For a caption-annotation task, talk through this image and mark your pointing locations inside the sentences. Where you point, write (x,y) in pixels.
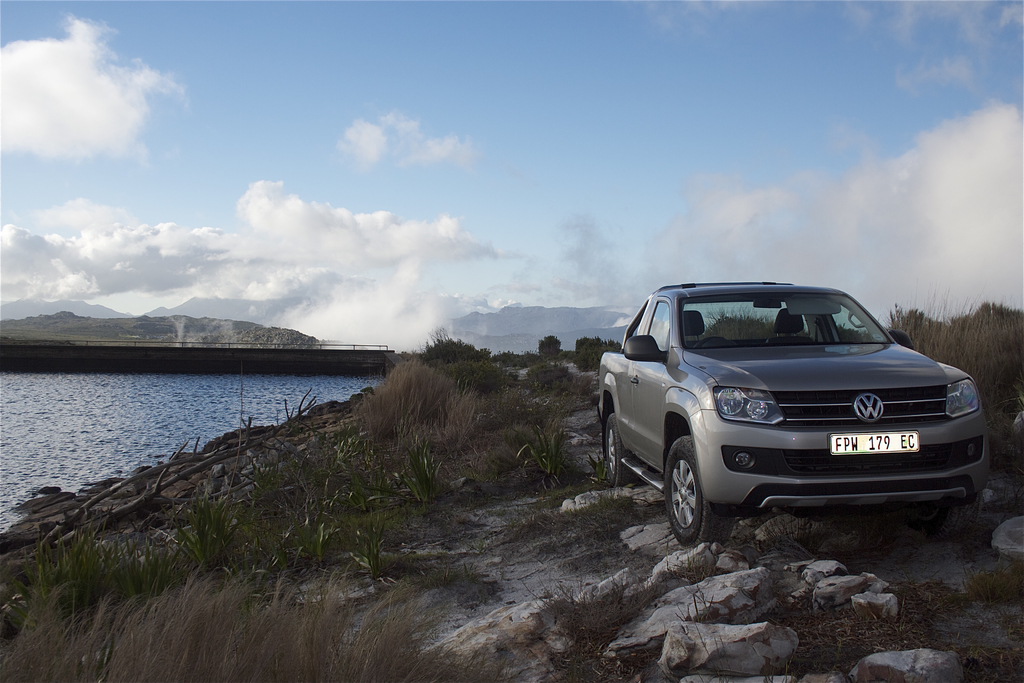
In the image there is a car (832,474) going on the right side (822,464) on a rocky land (667,670) with plants (439,398) on either side of it, on the left side (141,414) there is a sea (6,383) with a bridge (298,352) in the background (95,322) along with hills (115,334) and above its sky (379,231) with clouds (339,236).
